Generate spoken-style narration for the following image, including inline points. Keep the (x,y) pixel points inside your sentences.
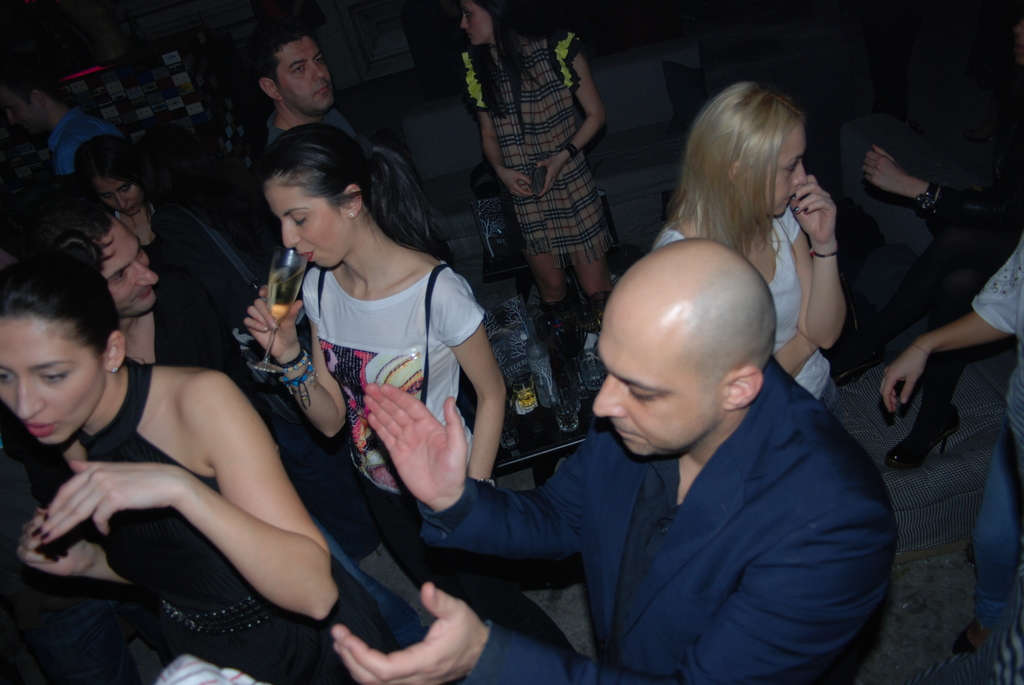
In this image I can see few people (432,343) are standing and few are holding glasses (282,251). I can see few objects (537,401) on the table (521,440). They are wearing different color dresses (598,458).
